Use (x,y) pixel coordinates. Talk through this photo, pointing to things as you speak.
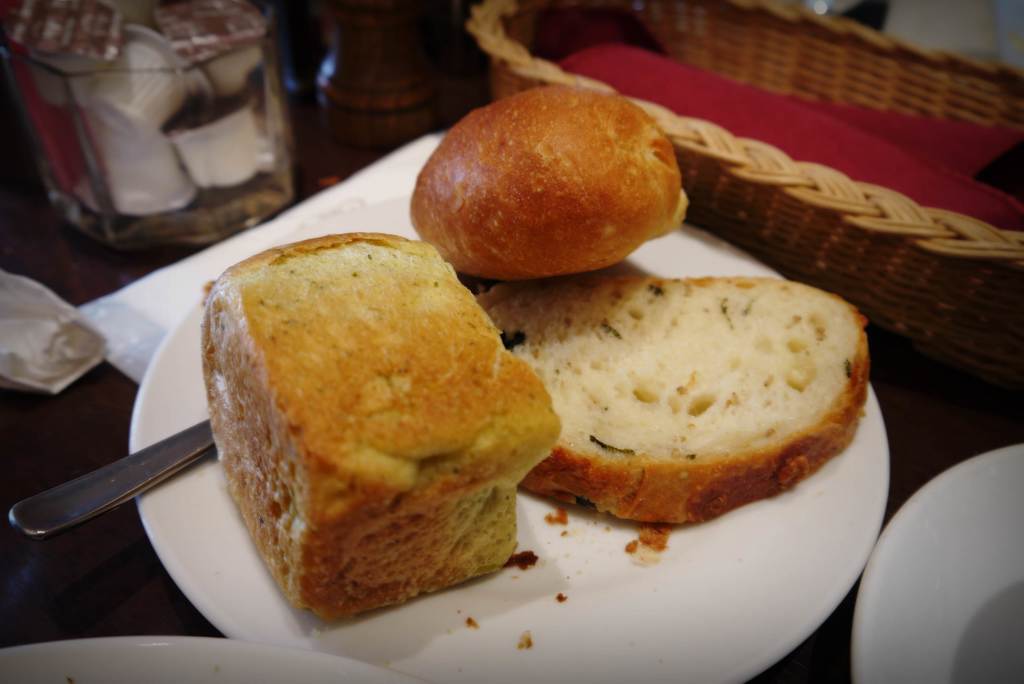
On a plate (218,566), there are different types of breads (511,357) and beside the plate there is a basket (861,233) and two other plates (173,668) and a jar (162,153). All these are kept on a table (83,408).
